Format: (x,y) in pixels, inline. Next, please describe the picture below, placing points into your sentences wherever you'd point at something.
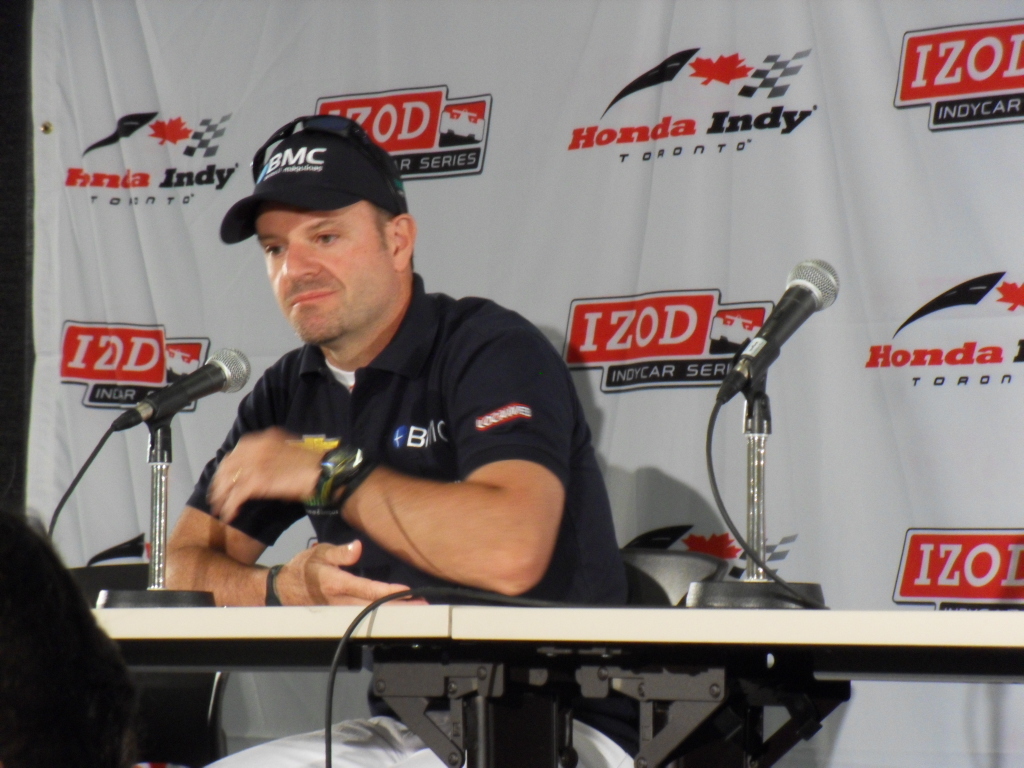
In this image I can see a man (281,236) is sitting on a chair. I can see he is wearing black colour t-shirt (393,377), a black cap (336,202) and on his cap (323,158) I can see a black shades (367,145). In the front of him I can see a table (842,644) and on it I can see two mics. In the background (42,51) I can see a white colour thing (35,423) and on it I can see something is written.
